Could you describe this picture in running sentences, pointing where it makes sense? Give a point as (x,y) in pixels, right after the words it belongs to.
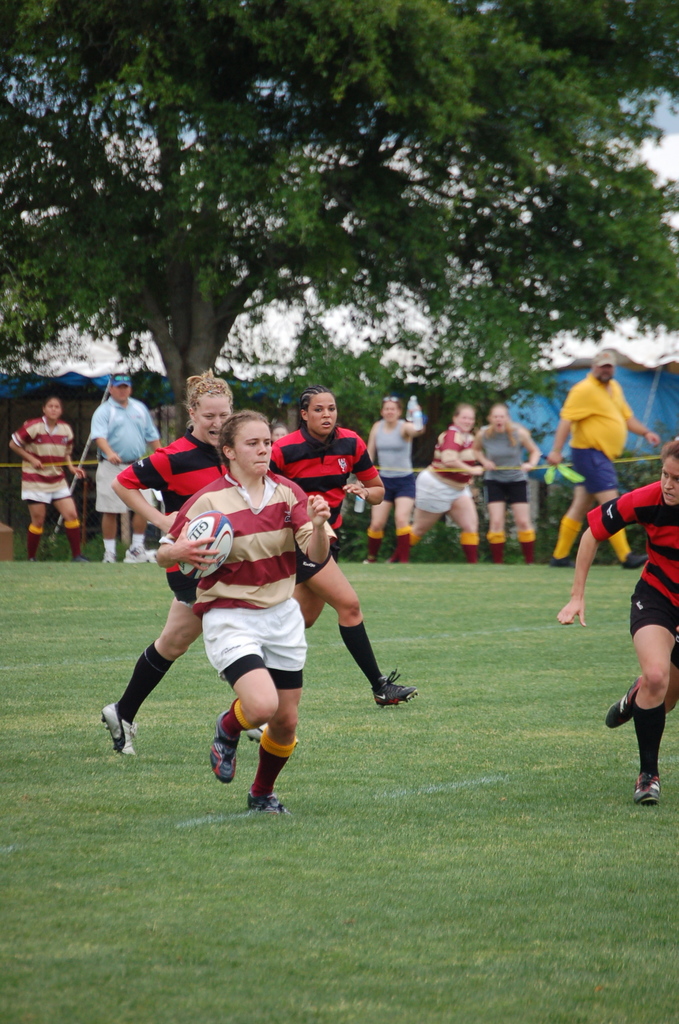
This is the picture of place where we have some people (301,532), among them a person (210,610) is holding the ball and behind there are some other people (462,438) and some trees (356,28), plants (384,326).
